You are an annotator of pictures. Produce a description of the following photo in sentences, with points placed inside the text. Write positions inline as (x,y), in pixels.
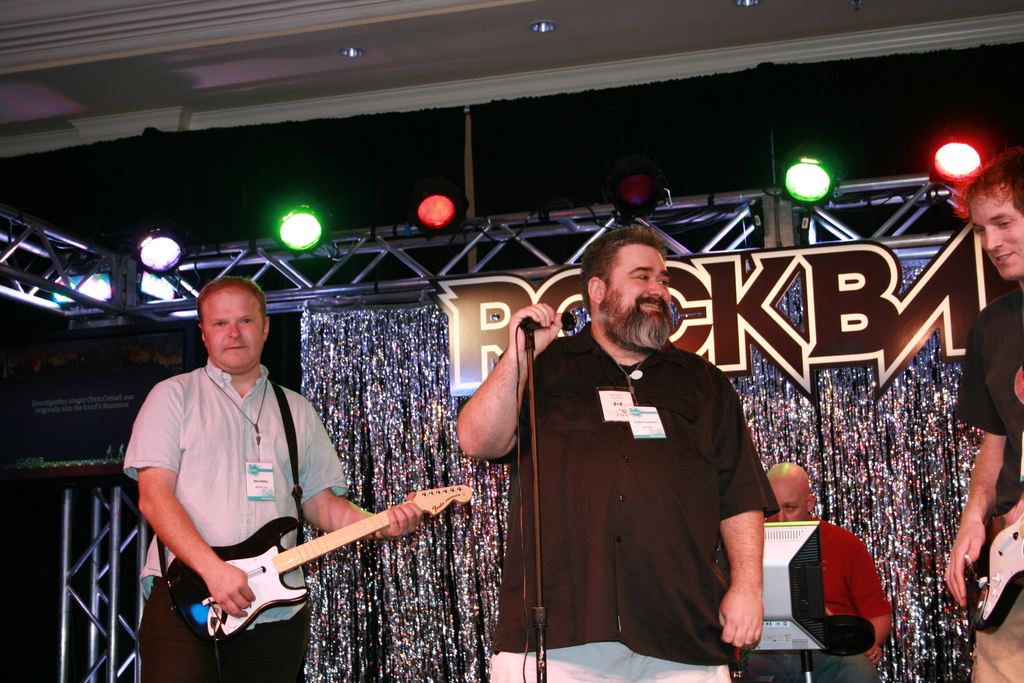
This picture is of inside. On the right corner (1000,343) there is a man (1004,415) holding guitar (1012,544), smiling and standing. In the center (655,332) there is a man (630,461) wearing black color shirt (678,418), smiling, holding a microphone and standing. The microphone (525,330) is attached to the stand (543,632), behind him there is a man (810,505) sitting on the chair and looking at the monitor (797,580). On the left (264,334) there is a man (224,361) playing guitar (317,544) and standing. In the background (446,243) we can see the metal rods (349,253) and focusing lights (968,154).
